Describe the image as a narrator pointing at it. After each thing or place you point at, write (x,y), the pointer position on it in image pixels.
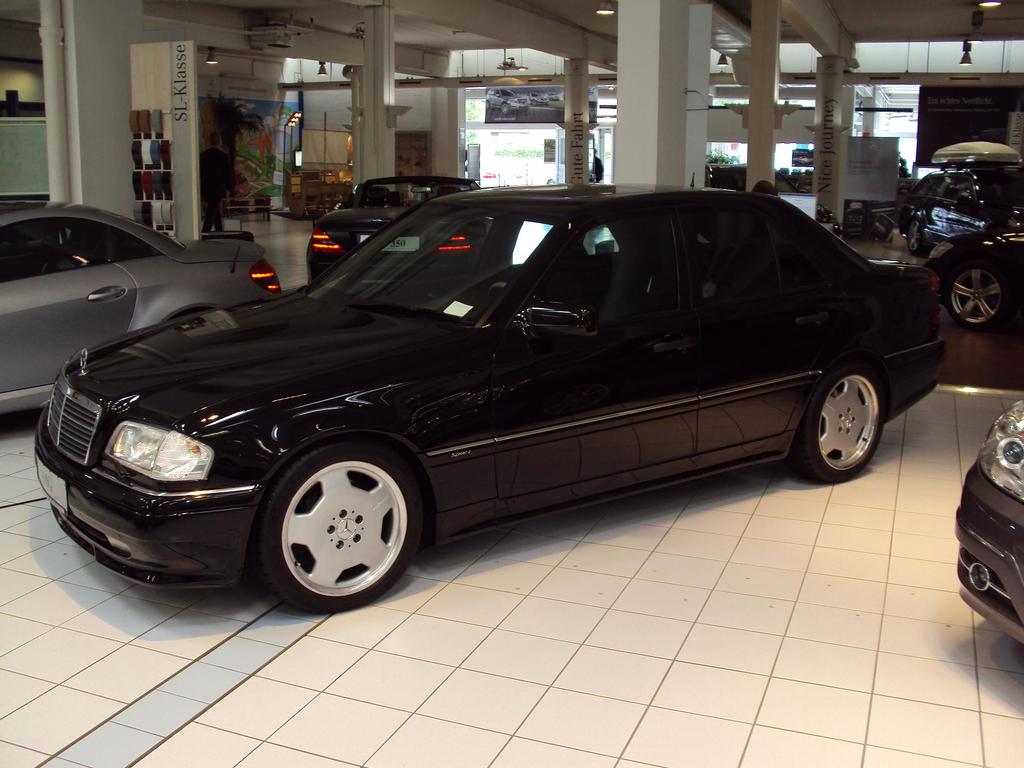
In this image, we can see an inside view of a building (898,529). There are some cars (498,344) and pillars (682,161) in the middle of the image (541,456).
